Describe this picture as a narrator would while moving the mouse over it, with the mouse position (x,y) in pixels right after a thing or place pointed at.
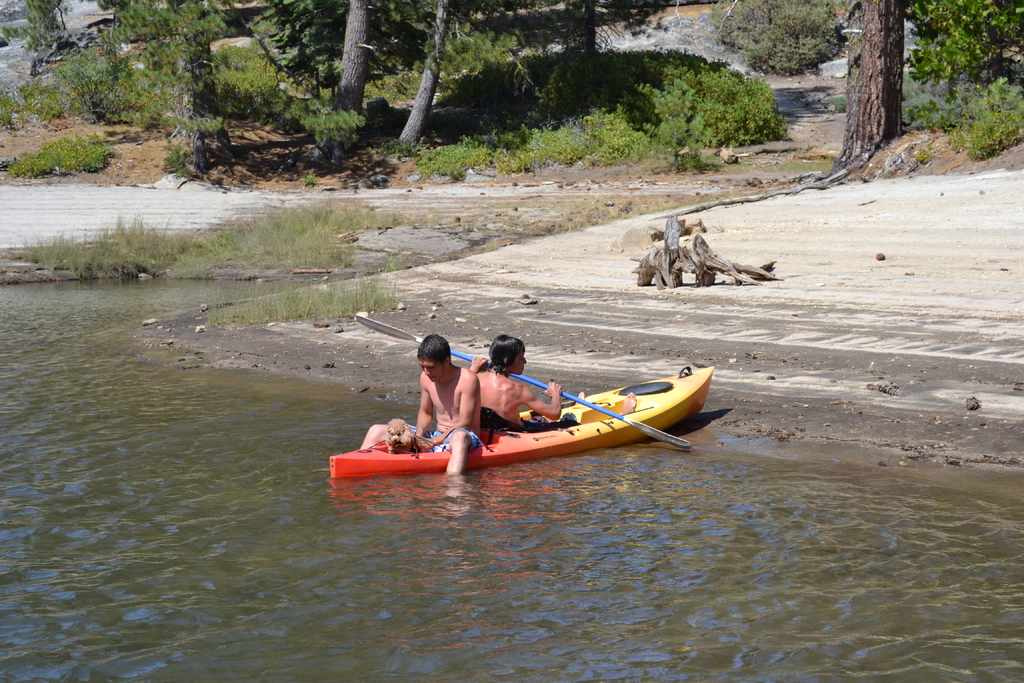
In the center of the image (450,427) we can see two persons (519,415) on the boat (493,437) sailing on the river (543,530). In the background (613,128) there are trees (347,118), plants (552,91) and stones (827,64). At the bottom (567,579) there is a water (666,579).
